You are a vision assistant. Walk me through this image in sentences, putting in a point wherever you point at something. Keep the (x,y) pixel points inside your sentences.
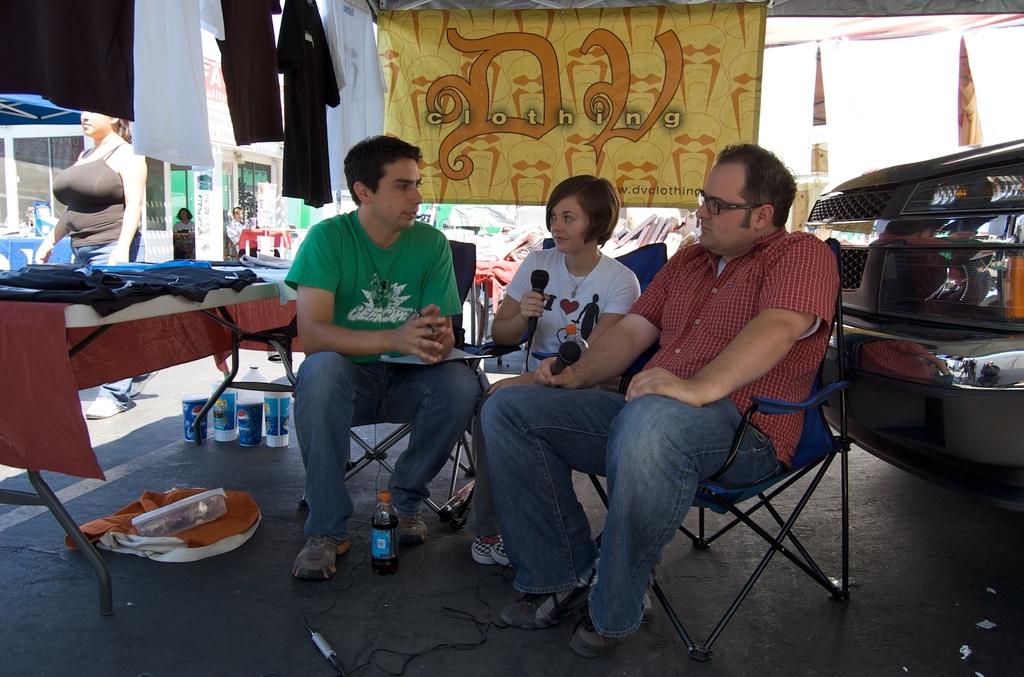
In this image, In the middle (644,322) there are some people (605,313) sitting on the chairs (744,416), In the left side (34,417) there is a table (100,327) which is covered by a brown color cloth (32,381) and on that table (82,318) there are some cloth (196,281) and in the right side (943,441) there is a car (986,258) and in the background (700,129) there is a yellow color poster (580,94).
